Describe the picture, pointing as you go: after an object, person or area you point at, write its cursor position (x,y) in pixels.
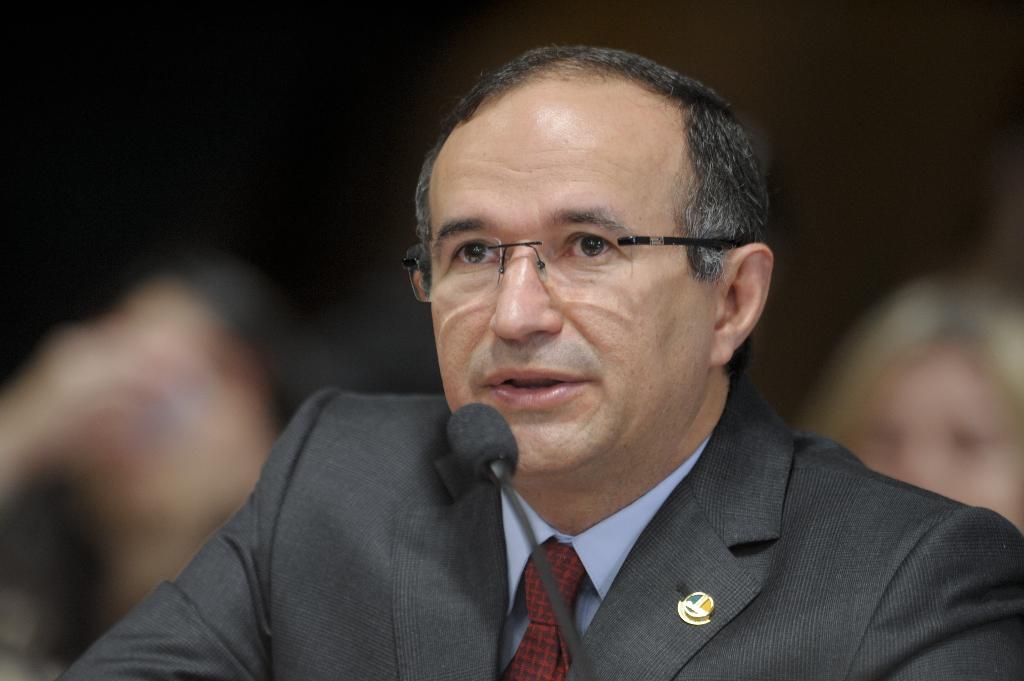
In this image, I can see the man (657,590). This is a mike (503,441). He wore a suit (676,587), tie (575,561), shirt (617,540) and spectacle (613,272). This looks like a small badge (699,610), which is attached to the suit (764,608). The background (1002,144) looks blurry.
